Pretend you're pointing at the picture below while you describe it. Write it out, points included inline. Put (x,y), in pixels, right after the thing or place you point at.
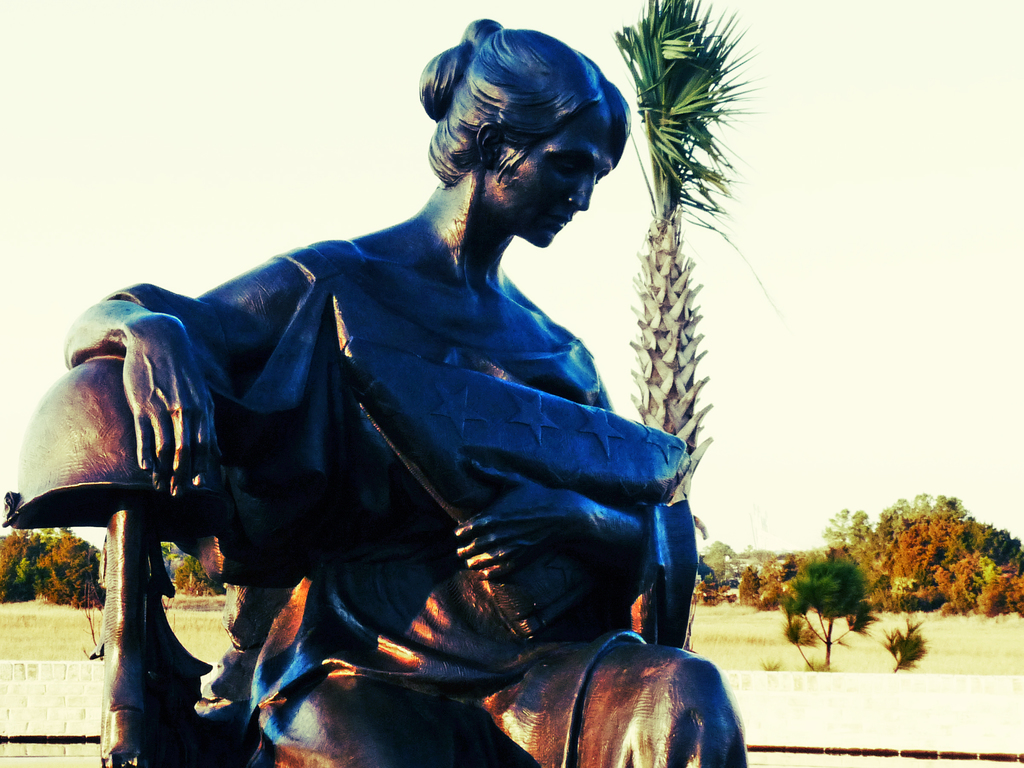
In the middle of the image (461,454), there is a statue (482,451) of a woman (521,93), holding an object (537,575) with one hand (498,548) and sitting. In the background (626,265), there are trees (858,597) and grass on the ground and there is sky (85,84).
